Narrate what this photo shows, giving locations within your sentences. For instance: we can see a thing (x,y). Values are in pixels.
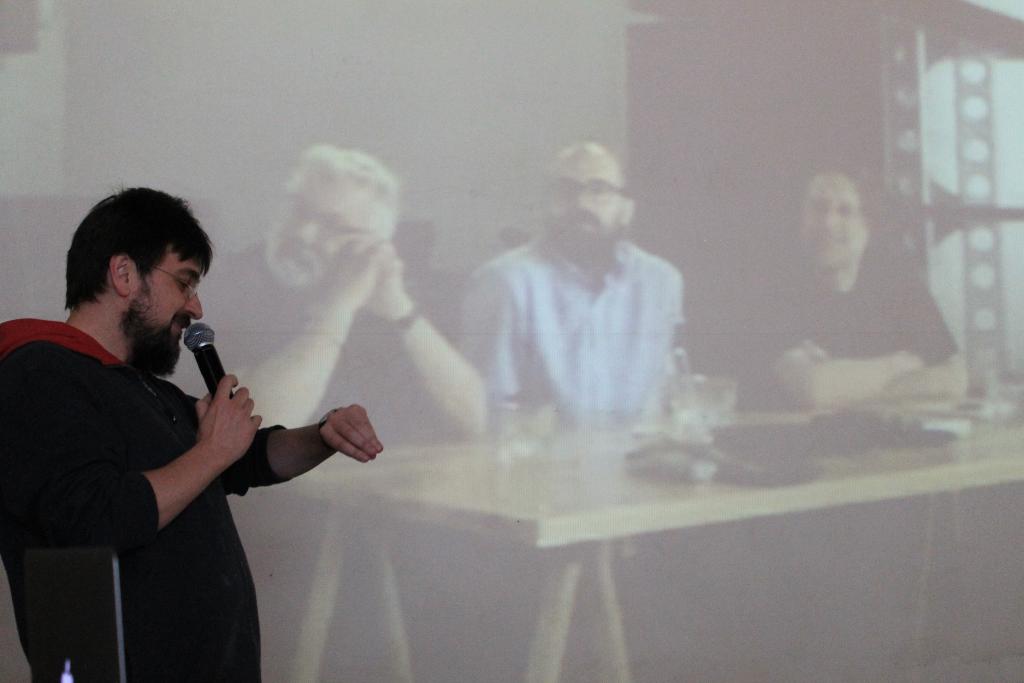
On the left of this picture (127,322) there is a man (77,451) wearing black color dress (79,454), holding a microphone (214,357) and standing and we can see an electronic device (94,609). In the background (638,63) there is a projector screen (671,71) on which we can see the picture (334,318) of three person (863,282) sitting on the chairs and we can see a wall (357,9), cabinet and a table (695,496) on which there are some items (712,453).
